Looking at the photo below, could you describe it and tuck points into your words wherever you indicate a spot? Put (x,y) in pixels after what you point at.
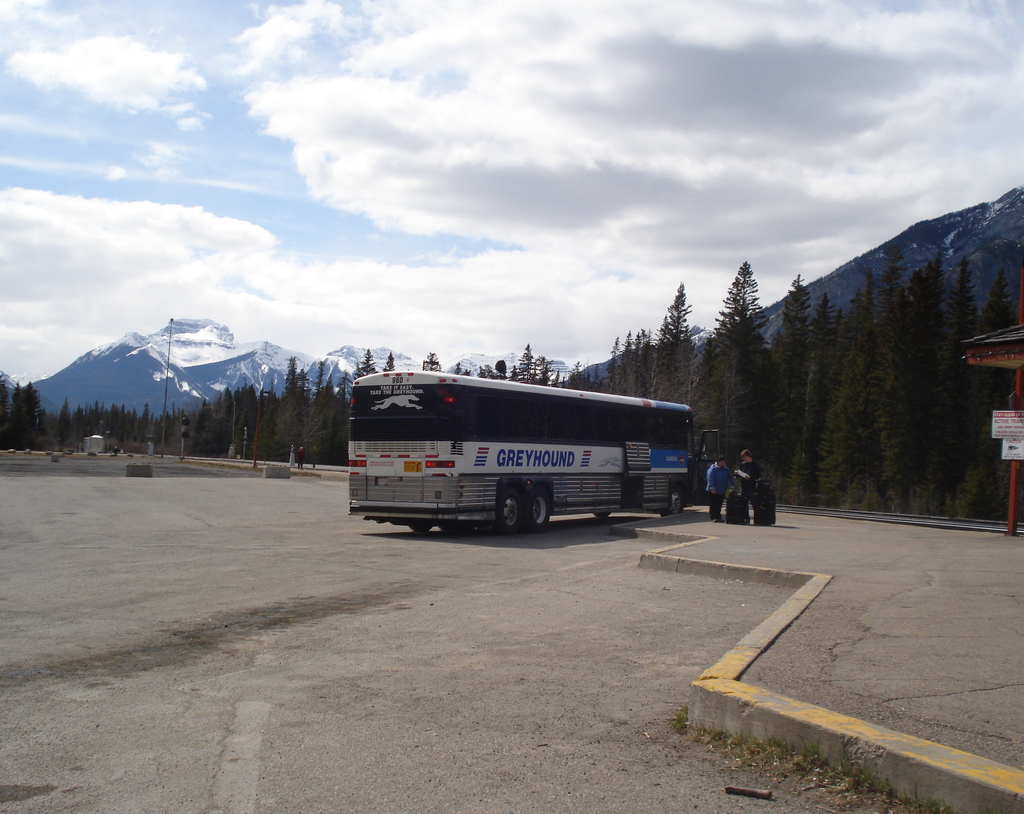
This image is taken outdoors. At the top of the image (120,189) there is the sky (545,306) with clouds (587,113). At the bottom of the image (451,745) there is a road (335,608) and there is a sidewalk (897,652). In the background (215,368) there are a few hills (416,365) and there are many trees (909,462) and plants (918,478). There is a pole (169,339) with a street light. In the middle of the image (541,462) a bus (495,462) is parked on the road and two people (728,475) are standing on the sidewalk (705,531) and there is a luggage (766,521) on the sidewalk (784,529). On the right side of the image (1019,371) there is a cabin (999,355) with a roof (1011,340) and there are two boards (1001,434) with a text (1004,422) on them.
